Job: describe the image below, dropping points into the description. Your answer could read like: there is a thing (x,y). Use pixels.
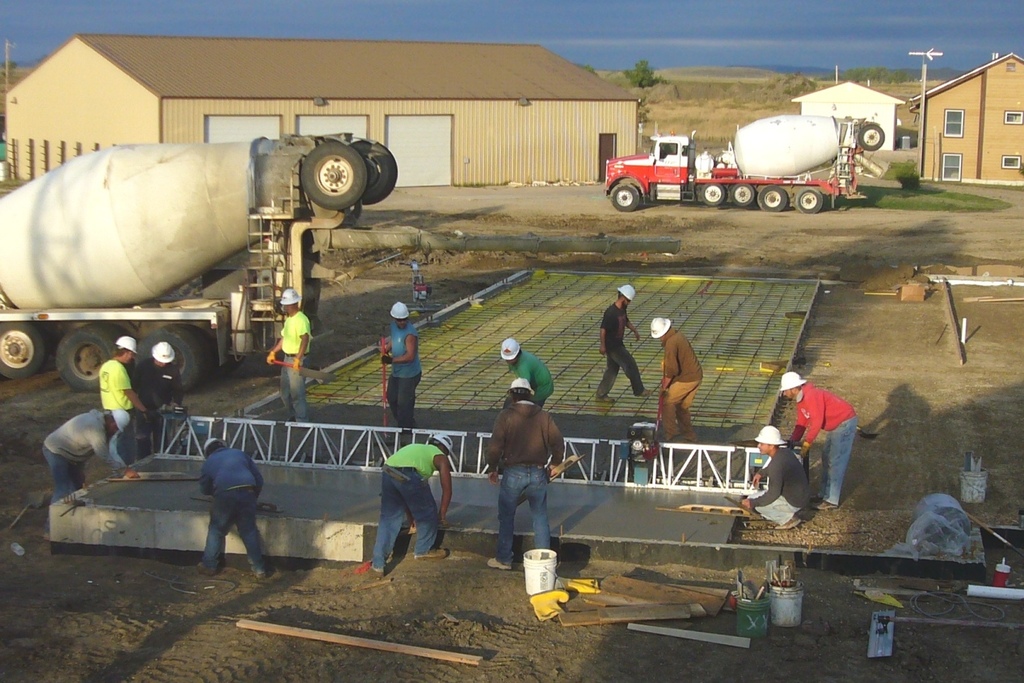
In this image, we can see a few people (378,540). We can see the ground (506,672) with some objects (544,605) like buckets (540,560), some wood (641,606). We can see a few vehicles (788,157), houses (1018,156). We can see some poles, plants (767,94). We can see the sky (744,52).
